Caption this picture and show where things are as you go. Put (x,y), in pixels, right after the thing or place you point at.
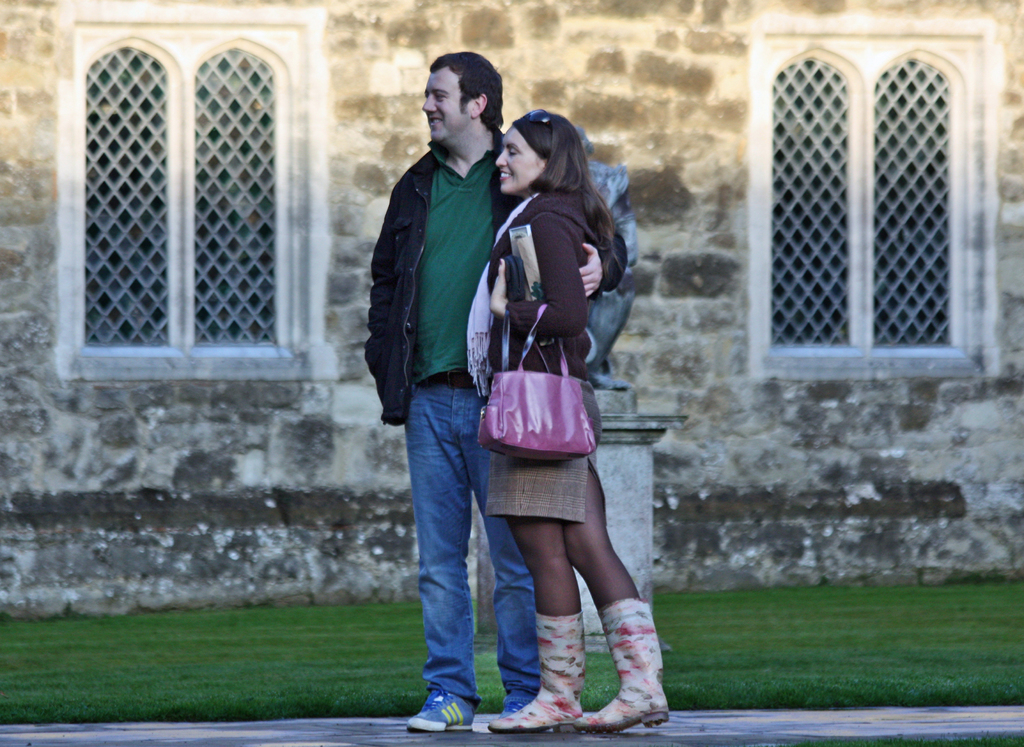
In this image, we can see a person (449,418) standing on the path (476,742) and holding a woman (509,304). We can see a woman (554,255) wearing a bag (535,407) and holding some objects (515,256). In the background (613,205), we can see the pillar (628,483) with a statue (625,386), wall (937,521), windows (978,194) and grass (354,668).
